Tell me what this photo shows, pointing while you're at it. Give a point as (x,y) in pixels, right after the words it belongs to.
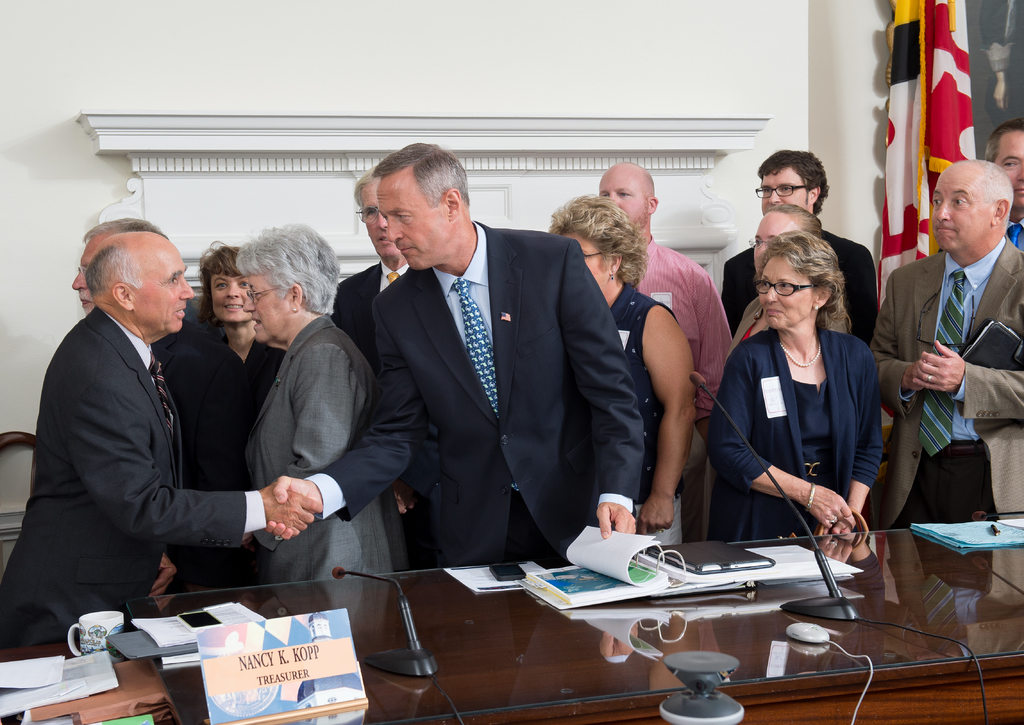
This image is clicked at the end of a meeting. In the center of the image (471,444) there is a crowd (649,263) standing, shaking hands (305,492) and smiling. In the foreground (802,566) there is a table (903,646), on the table (585,654) there are books (627,588), name plates (297,664), mics (409,646), tea cup (96,633) and a mobile (503,575). On the right top (932,56) there is a flag (936,64). In the background (474,72) there is a wall (433,65) painted white.
